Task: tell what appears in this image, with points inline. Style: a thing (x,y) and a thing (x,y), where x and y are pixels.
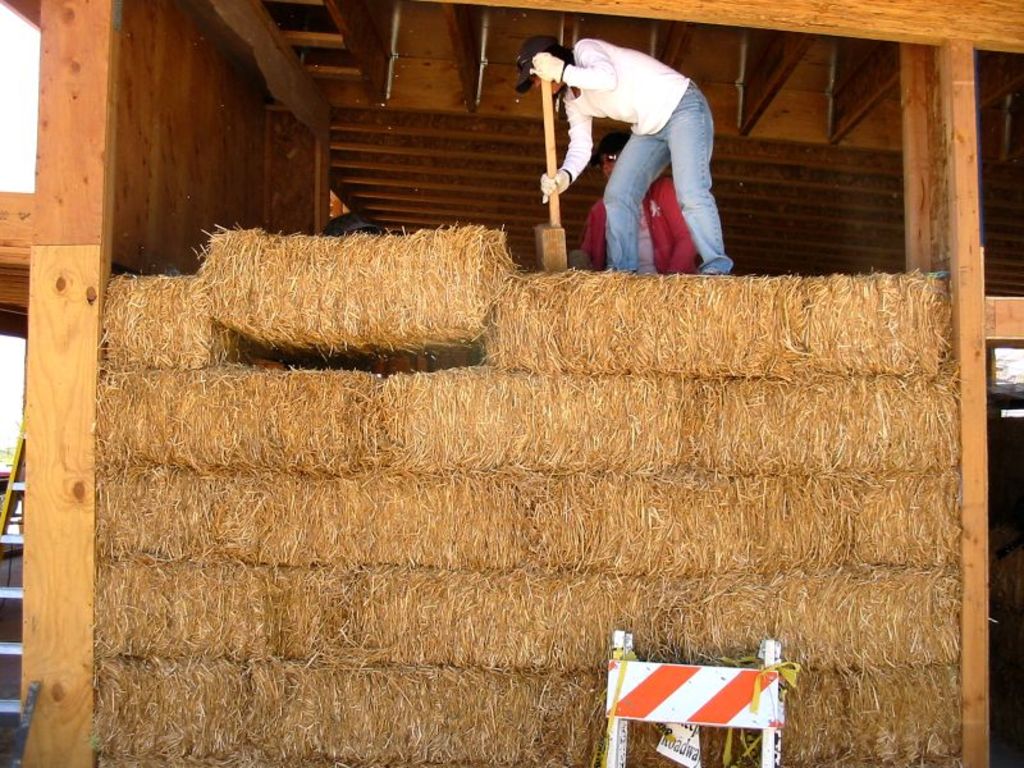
In the center of this picture (680,297) we can see a person (631,83) wearing white color t-shirt (637,95) and holding an object (551,157) and standing and we can see the dry grass (650,419) and a person (666,214) and a white color object (665,711) and we can see the wooden object (507,155). On the left corner (16,567) we can see the stairs (2,708) and some other objects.
